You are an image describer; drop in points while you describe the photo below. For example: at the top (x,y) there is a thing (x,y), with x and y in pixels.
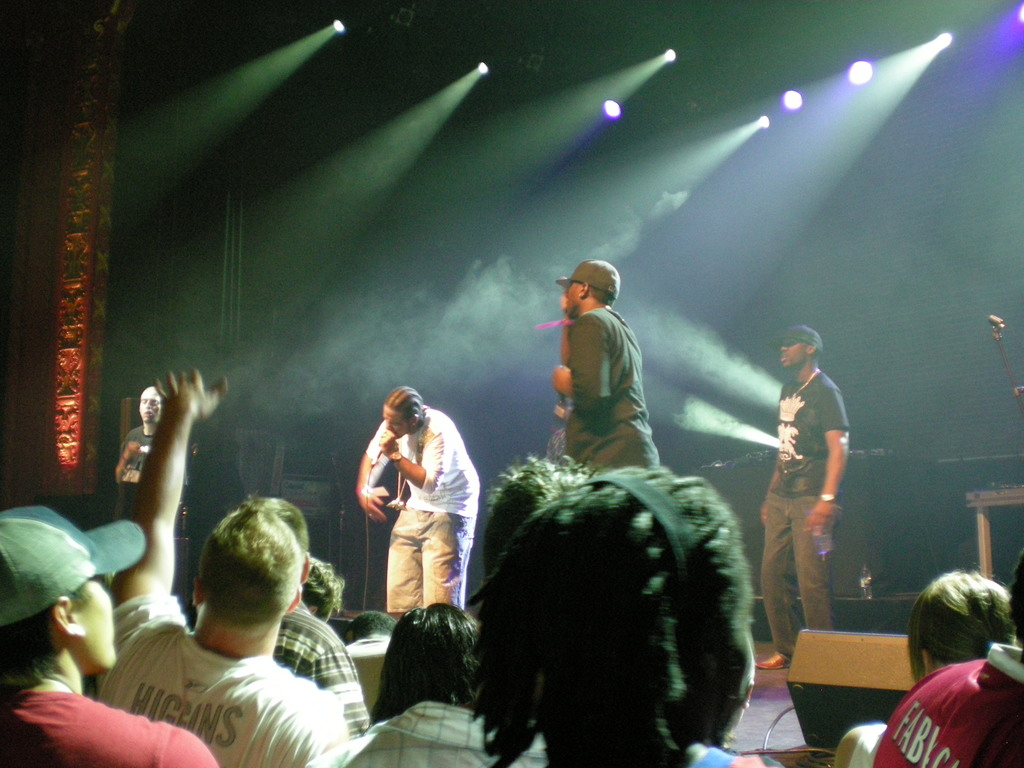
This looks like a musical concert. There are some persons (461,465) on the stage (195,509). One of them is holding a mic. There are lights (255,80) at the top (255,80). There are some persons (560,569) at the bottom (482,696).
